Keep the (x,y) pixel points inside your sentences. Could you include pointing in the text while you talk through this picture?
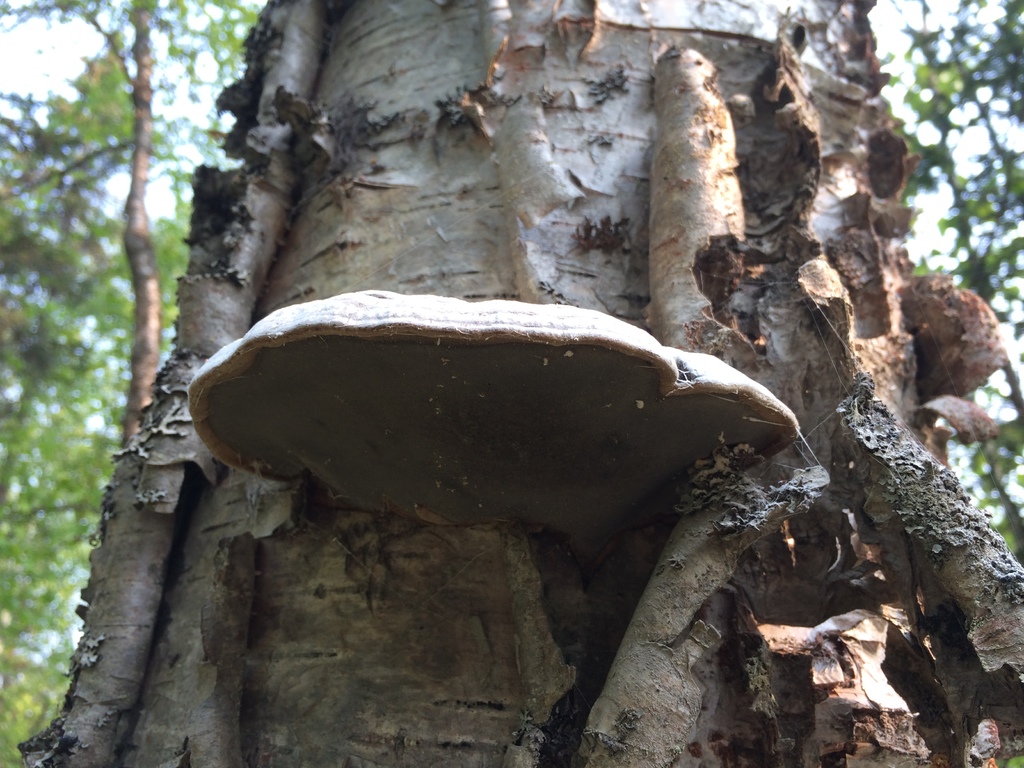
In this image I can see the trunk (472,76) of the tree (460,125) which is black, brown and ash in color and I can see some fungus (522,463) to the tree (381,156). In the background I can see few trees (136,180) and the sky (156,180).
